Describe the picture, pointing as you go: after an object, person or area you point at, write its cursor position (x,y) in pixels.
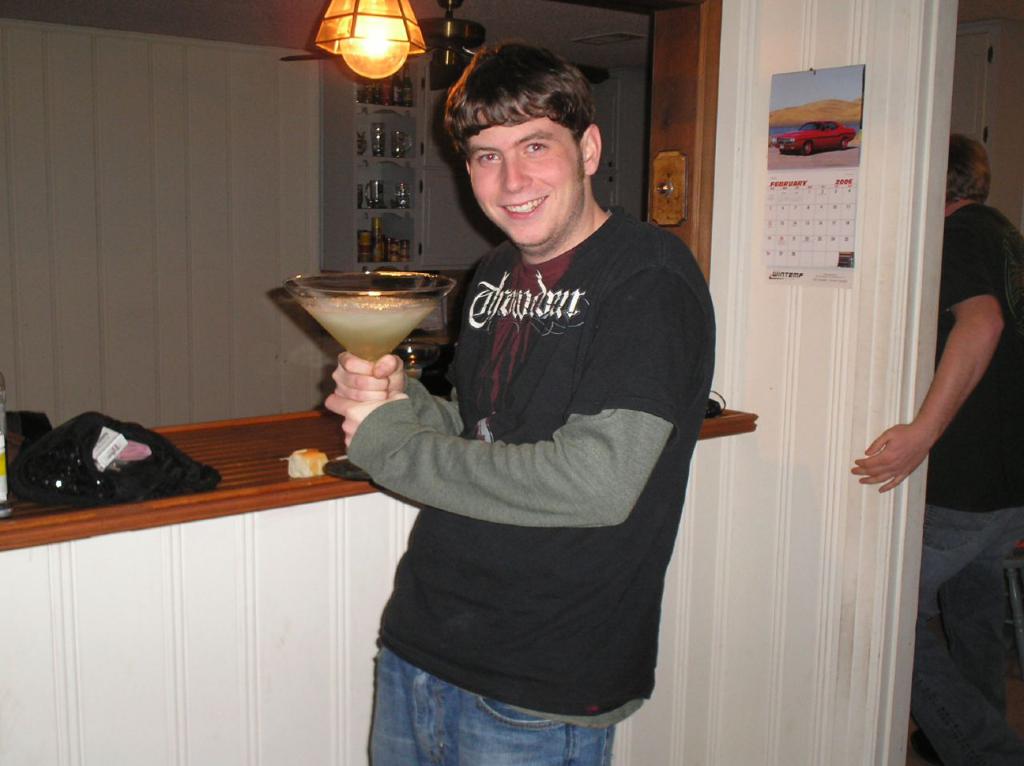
In this picture we can see two persons (501,418) are standing, a man (501,418) in the front (470,366) is holding a glass of drink (367,359), on the left side (70,532) there is a counter top (212,495), we can see a bag (138,466) on it, in the background (392,231) there are some shelves (388,174), we can see some cups (380,148) present on the shelves (392,166), there is a light (388,23) at the top of the picture (388,23), on the right side (826,133) we can see a calendar (808,180), there is a picture of a car (811,127) on the calendar (800,137).
